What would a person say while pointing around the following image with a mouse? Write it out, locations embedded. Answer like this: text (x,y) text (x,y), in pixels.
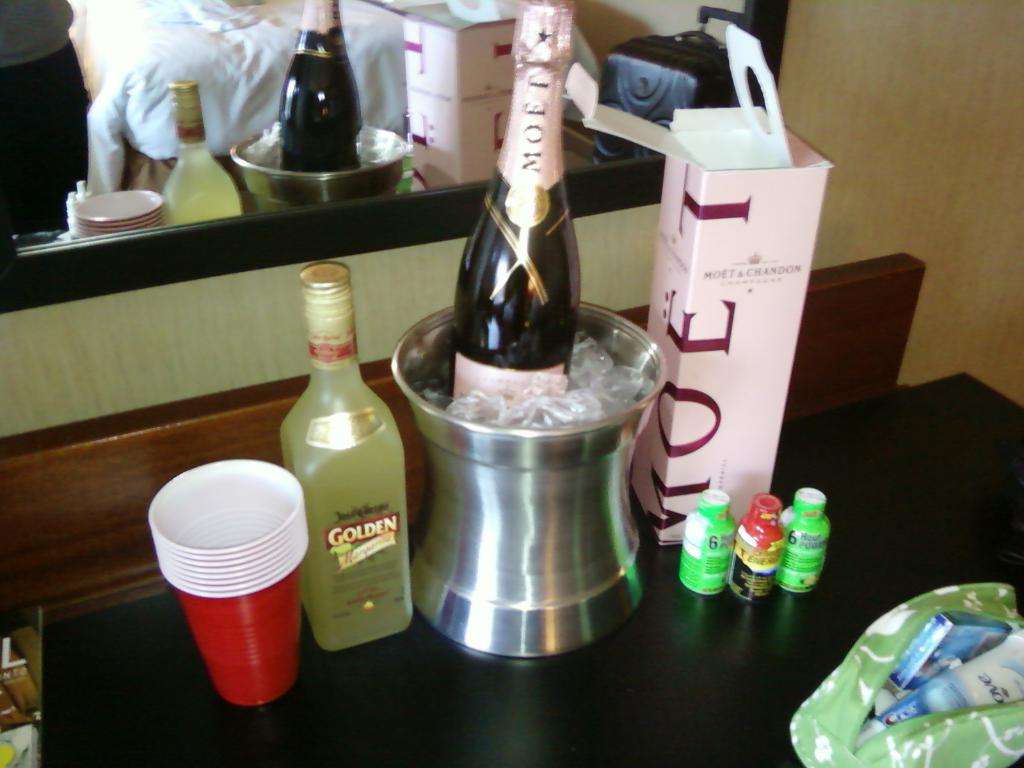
In this image i can see a desk (656,703) on which i can see a pouch (881,749) with some objects (916,656) in it, few bottles (773,567), a box (740,497), a container (504,559) with a wine bottle (516,377) in it, few cups (300,550) and few other objects (21,645). In the background (974,103) i can see the wall (932,155) and the mirror (271,98).
